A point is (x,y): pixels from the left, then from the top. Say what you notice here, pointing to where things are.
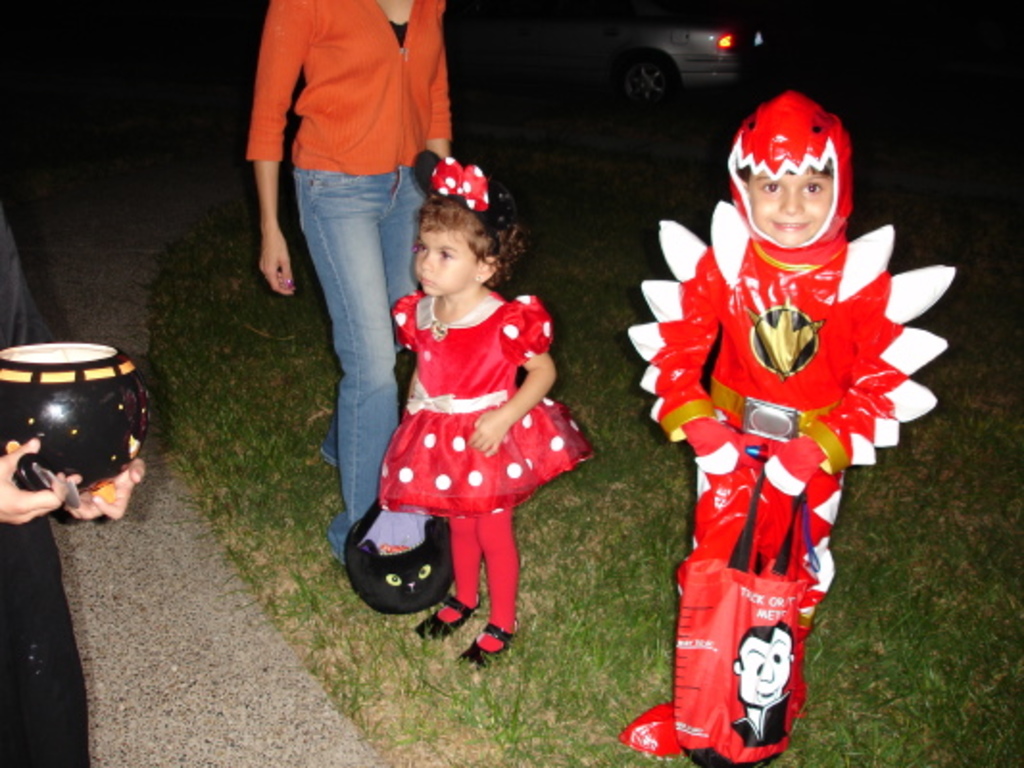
In the image we can see there are two people (302,169) and two children (711,387) standing, they are wearing clothes (711,455). This is a hair bow (461,195) and this is a power ranger costume (787,124), red in color. There is grass (867,632), road (157,647) vehicle (720,31) and this is an object (87,381).
